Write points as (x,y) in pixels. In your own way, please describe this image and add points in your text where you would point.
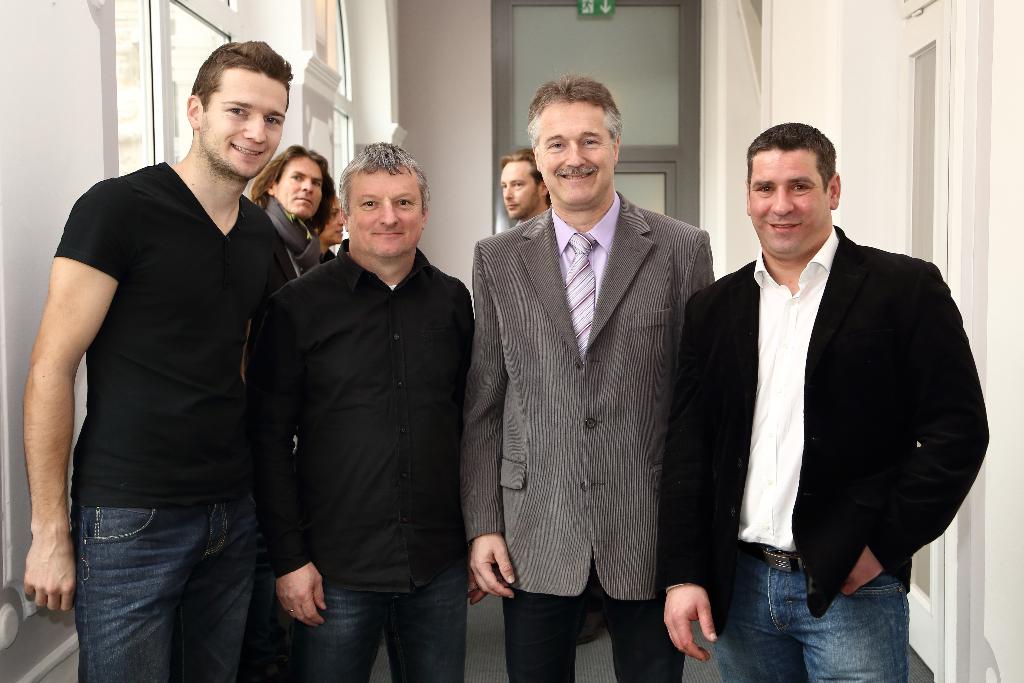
In the image there are few men (594,382) standing. Behind them there are also people (520,186) standing. In the background (632,17) to the wall (766,69) there are glass doors (178,68), pillars (304,102), doors (664,164) with sign board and on the right side of the image (968,125) on the wall (1002,632) there is a door (928,96).
